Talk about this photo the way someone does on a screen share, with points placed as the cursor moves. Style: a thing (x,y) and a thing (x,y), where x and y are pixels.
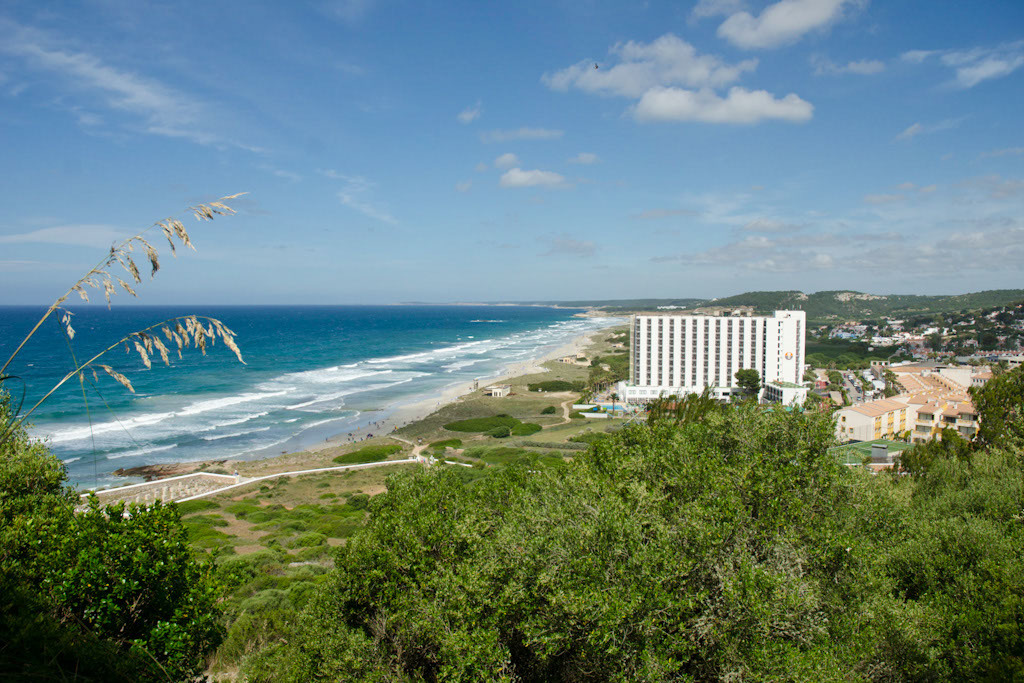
In this image there are trees (1006,498). There is water (190,446). There are buildings (933,332). There are mountains (914,307) in the background (933,315). There is a sky (317,278).
